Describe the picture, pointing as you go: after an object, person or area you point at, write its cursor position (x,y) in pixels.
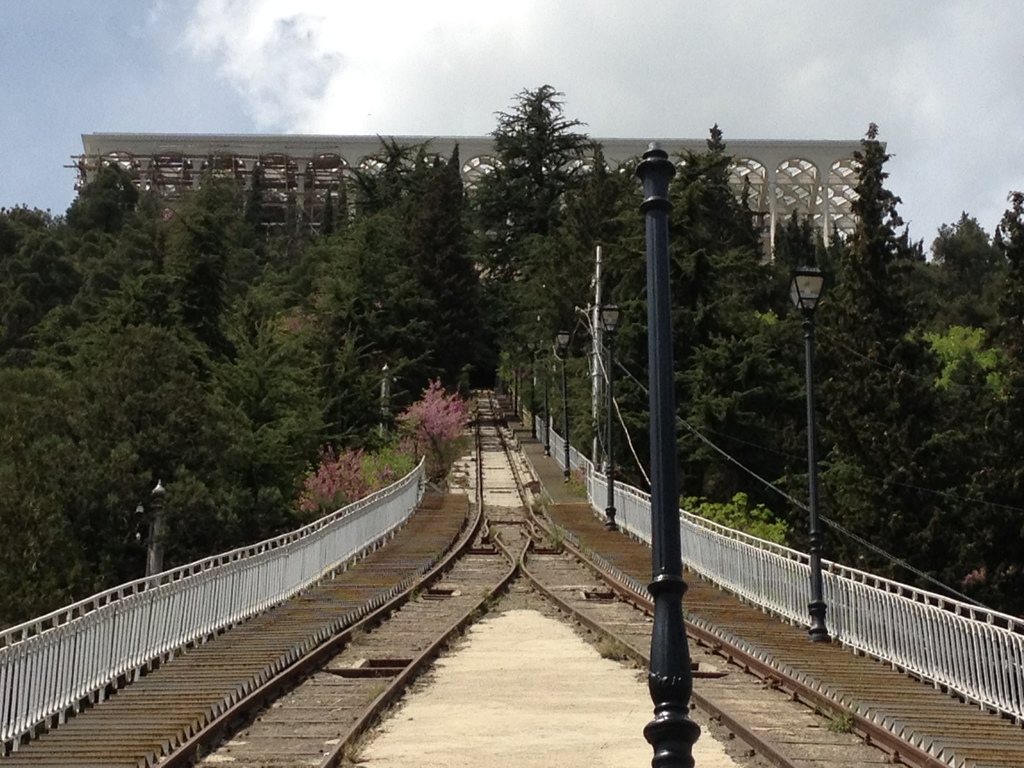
In this picture, there are train tracks (501,592) in the center (481,417). In between the tracks (699,647), there is a pole (670,537). On either side of the track (705,677), there are poles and fence (931,645). In the center (482,302), there are trees (518,325). In the background (346,134), there is a building (431,151) and a sky (668,97).
